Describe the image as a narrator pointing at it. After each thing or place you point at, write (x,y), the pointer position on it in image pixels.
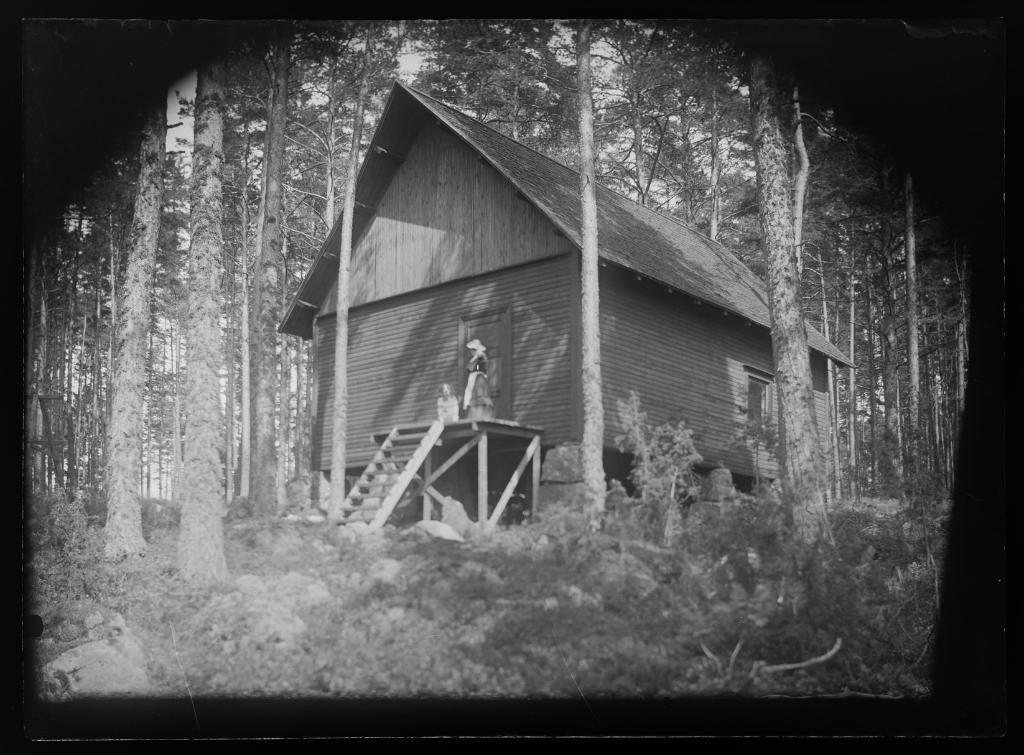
As we can see in the image there is a hut (388,326), ladder (394,439), two people (441,406) over here, plants (672,486), rocks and trees (327,126).
